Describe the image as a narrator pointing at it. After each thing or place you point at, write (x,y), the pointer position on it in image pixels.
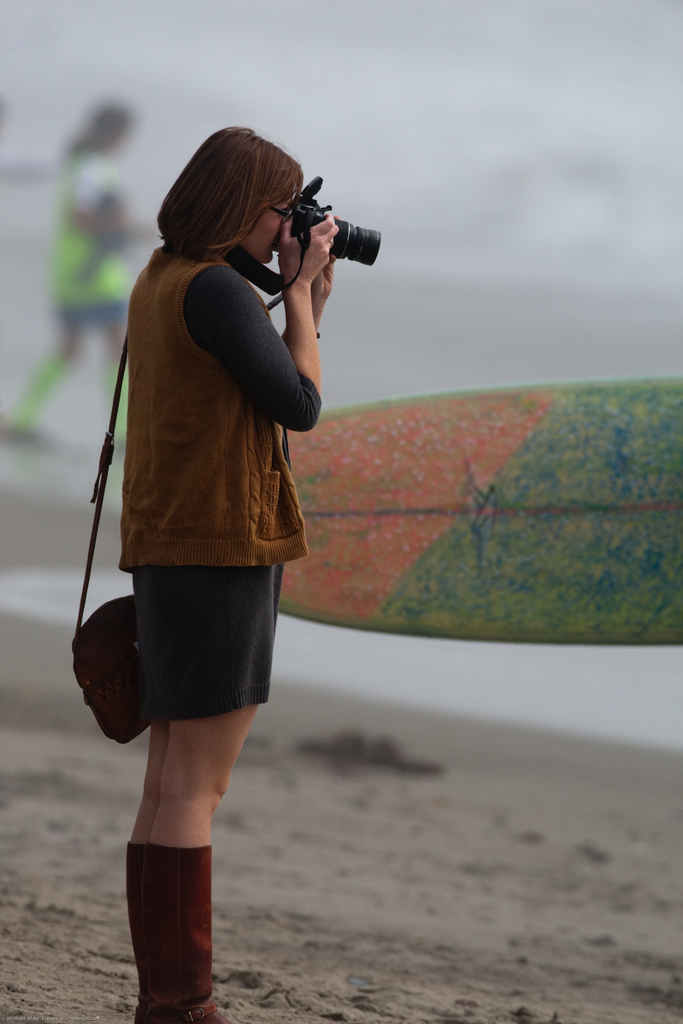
This picture is clicked outside the city. On the left (207,340) there is a person (218,642) wearing a sling bag (108,643), standing on the ground (218,959), holding a camera (361,232) and seems to be taking pictures. The background of the image (658,70) is blur. In the background (27,424) there is a person (41,407) and we can see a surfboard (454,596).
